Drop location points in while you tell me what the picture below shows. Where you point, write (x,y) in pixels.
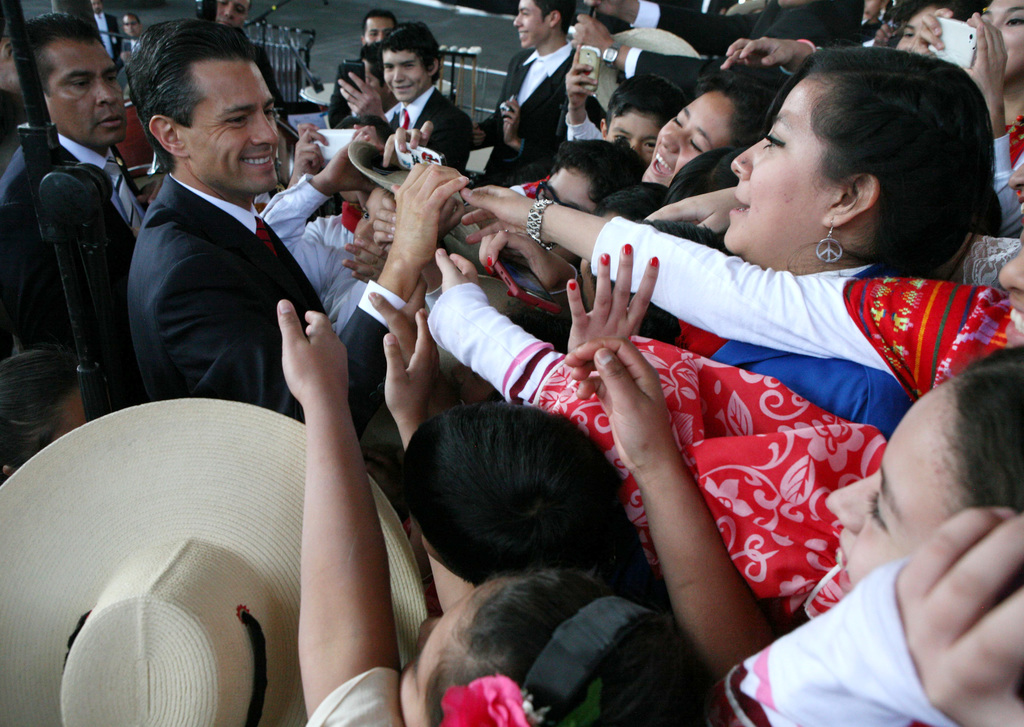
In this image there is a hat (272,435), group of people (412,460) standing and holding some objects (465,247), iron grills (280,30).
